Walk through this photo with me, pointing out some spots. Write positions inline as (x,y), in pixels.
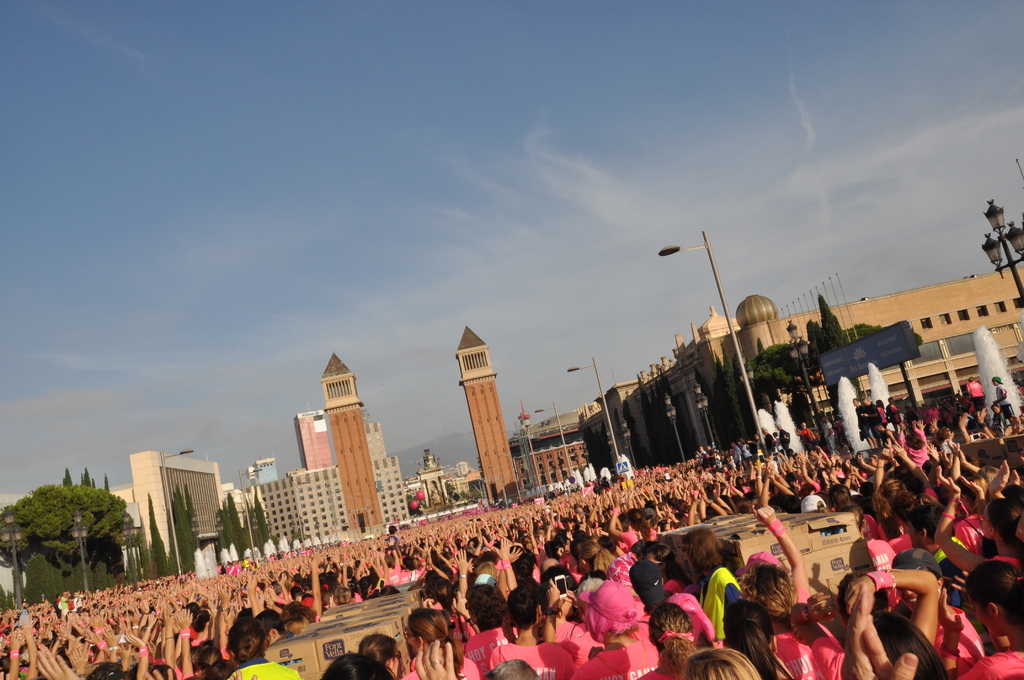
In this image we can see a group of people (662,566) are standing, they are wearing the pink color dress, here is the building (679,381), here is the tree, here is the tower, here is the street light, at above here is the sky (567,344).
